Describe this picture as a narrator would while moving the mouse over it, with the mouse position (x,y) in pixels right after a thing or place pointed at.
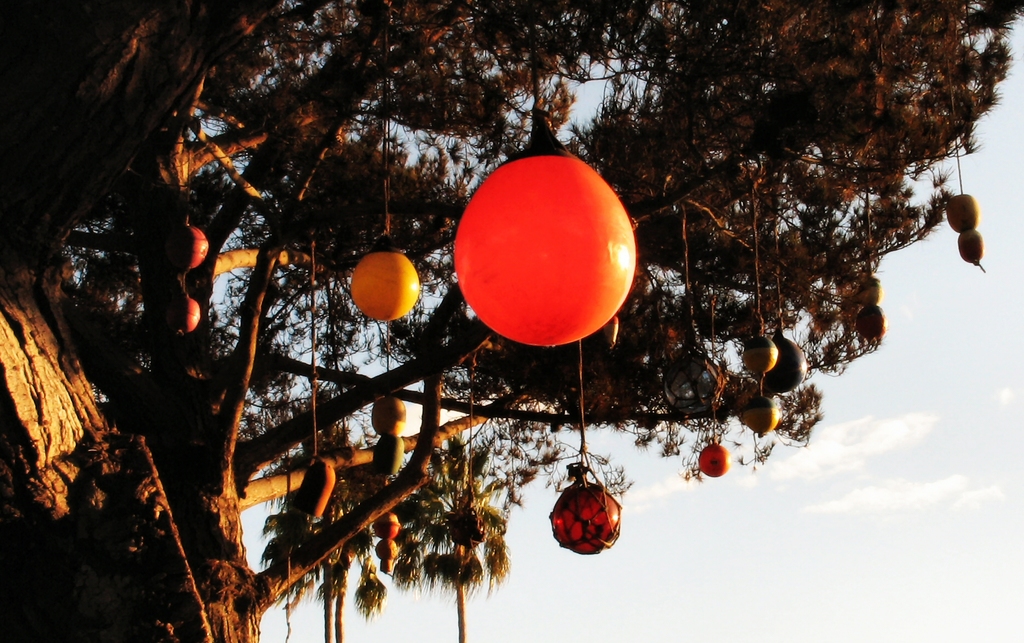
In this image we can see some objects (190,306) hanged to a tree (337,376) which are tied with the ropes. On the backside (267,520) we can see some trees (473,562) and the sky (581,565) which looks cloudy.
